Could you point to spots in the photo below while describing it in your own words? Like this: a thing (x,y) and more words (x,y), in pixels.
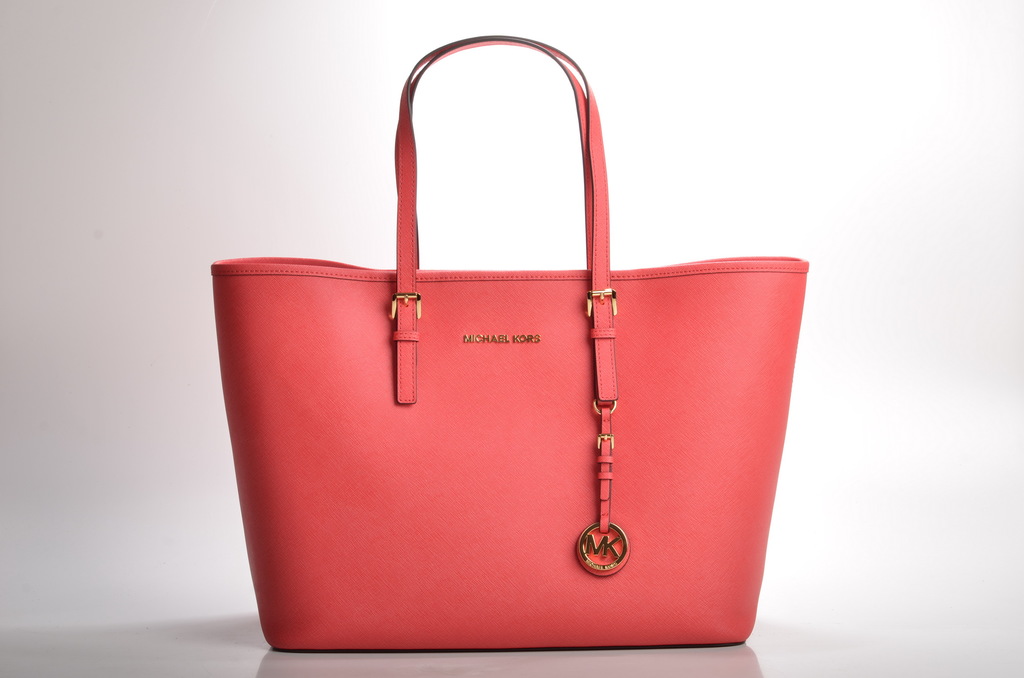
Here is a bag (447,497) in red color. This bag (448,415) has hangings (584,156) to it and on the top of the bag (510,360), it is written as Michael Kors and on the bottom of the bag (575,555) it is written as MK. This bag (328,645) is placed on a table (267,672) and on background (317,166) it is white in color.
